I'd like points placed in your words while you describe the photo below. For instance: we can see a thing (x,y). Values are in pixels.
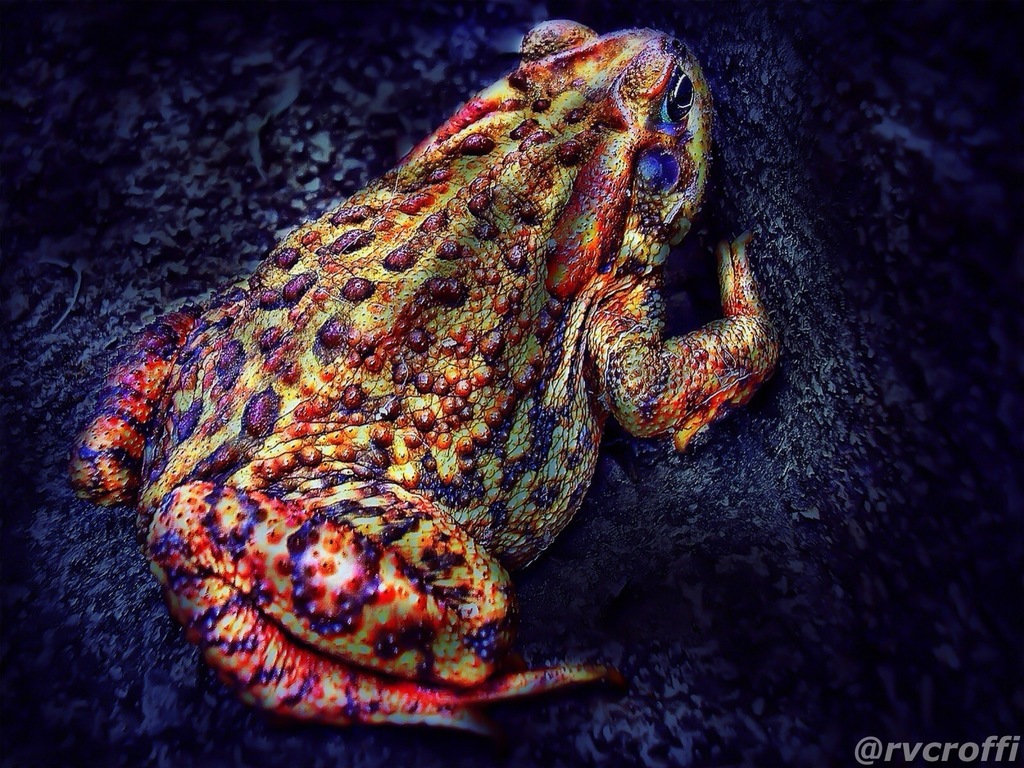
In this picture there is a colorful yellow and purple frog (445,529) sitting on the rock (612,506). On the bottom side of the image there is a small watermark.
